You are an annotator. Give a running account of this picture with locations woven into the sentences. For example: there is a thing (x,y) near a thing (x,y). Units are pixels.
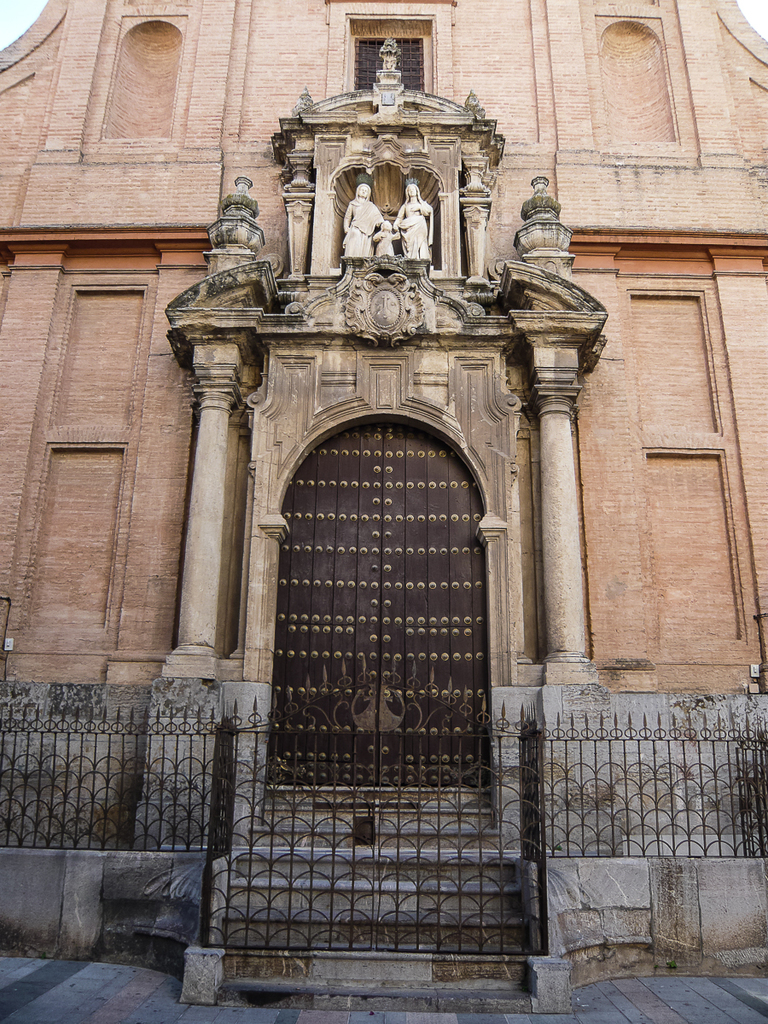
This image is taken outdoors. At the bottom of the image (674,988) there is a floor (107,980). In the middle of the image (358,360) there is a building (131,197) with walls (650,319), pillars (216,560), a window (379,52) and a door (337,621). There are a few carvings (391,265) and sculptures (415,237) on the walls (513,370). There is a railing (55,775). There are few stairs (408,885).
